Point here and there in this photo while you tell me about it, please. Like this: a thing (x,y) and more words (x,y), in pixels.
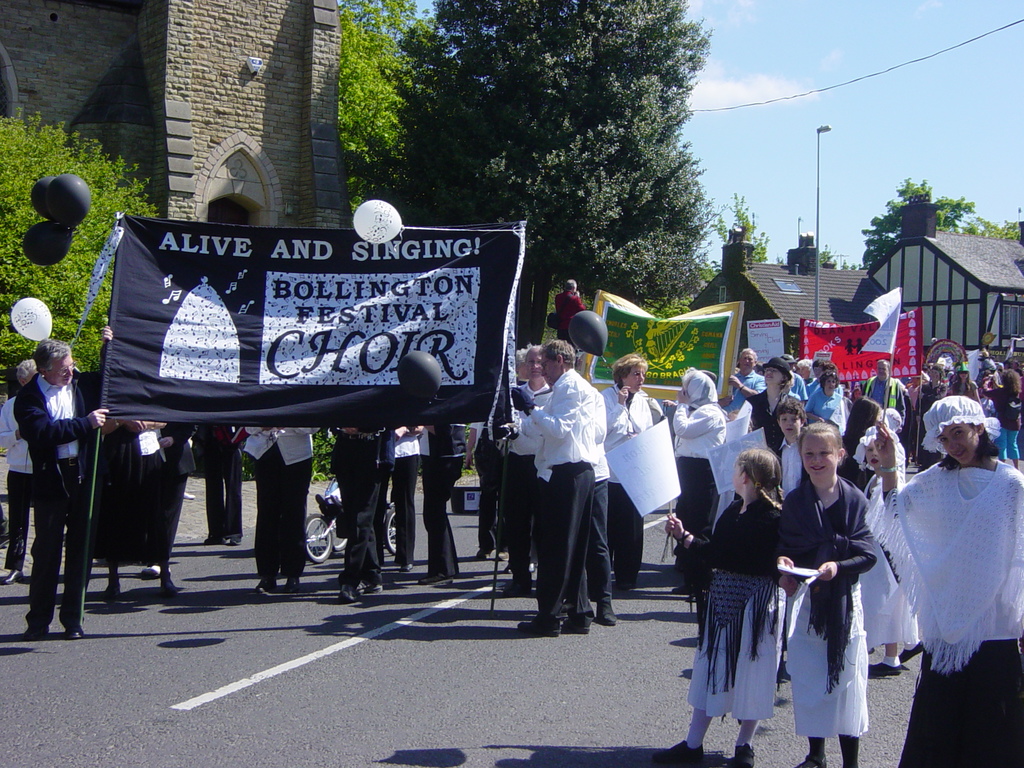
In this picture I can observe some people (534,432) standing on the road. Some of them are holding black color poster (281,295) in their hands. I can observe some text (306,298) on this poster (355,321). There are men (578,407) and women (408,448) in this picture. In the background (760,287) there are buildings (719,283), trees (572,148) and a sky (763,58) with some clouds (773,96).
